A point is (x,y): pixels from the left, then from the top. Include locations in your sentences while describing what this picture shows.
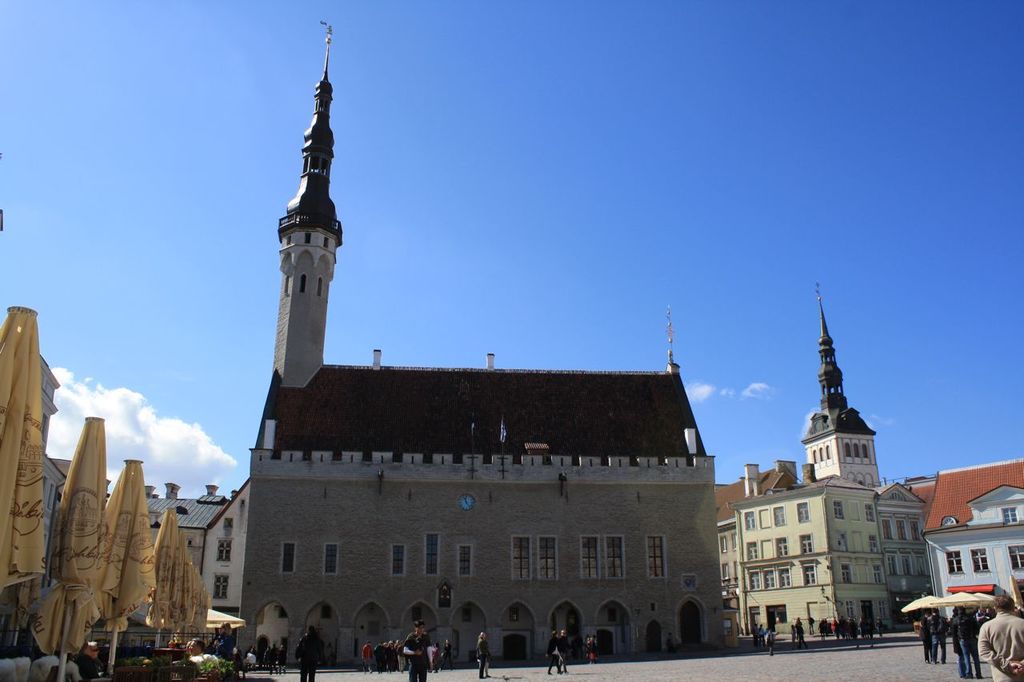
At the bottom (761,632) we can see few persons (1003,652) are standing and few persons (768,648) are walking on the ground (808,647). On the left (62,566) and right we can see tents (14,436) and poles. In the background (63,419) we can see buildings (435,482), windows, house plants (147,665) and clouds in the sky (94,29).
